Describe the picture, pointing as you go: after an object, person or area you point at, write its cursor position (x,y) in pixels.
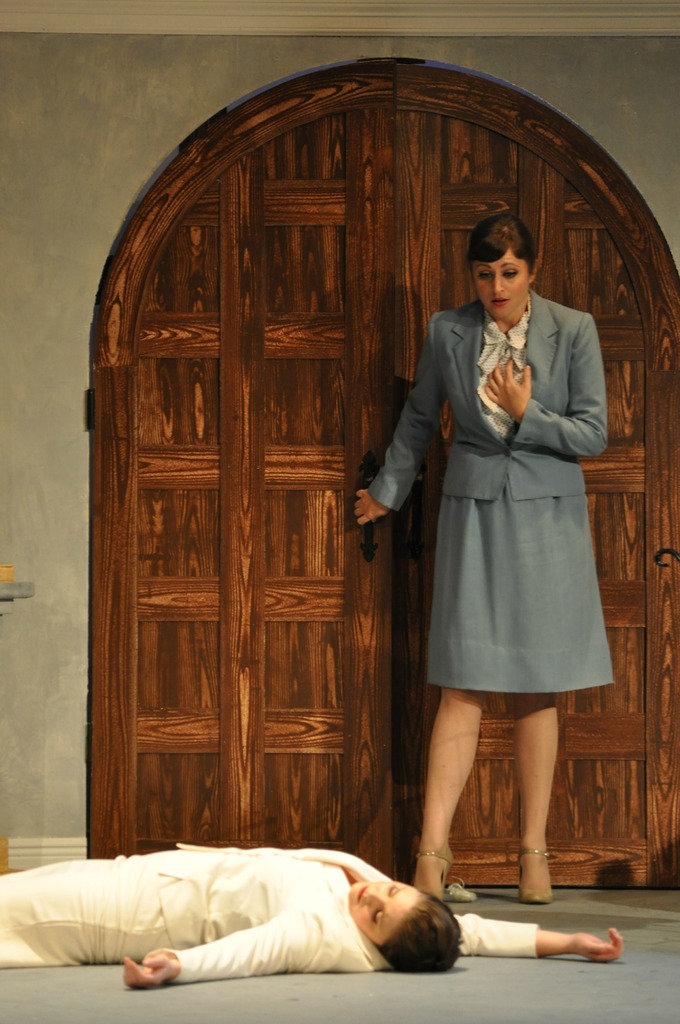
In this image I can see a woman (188,888) wearing cream colored dress (175,923) is laying on the floor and another woman (496,568) wearing grey colored dress (501,542) is standing on the ground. In the background (101,185) I can see the wall (86,159) and the brown colored door (279,255).
